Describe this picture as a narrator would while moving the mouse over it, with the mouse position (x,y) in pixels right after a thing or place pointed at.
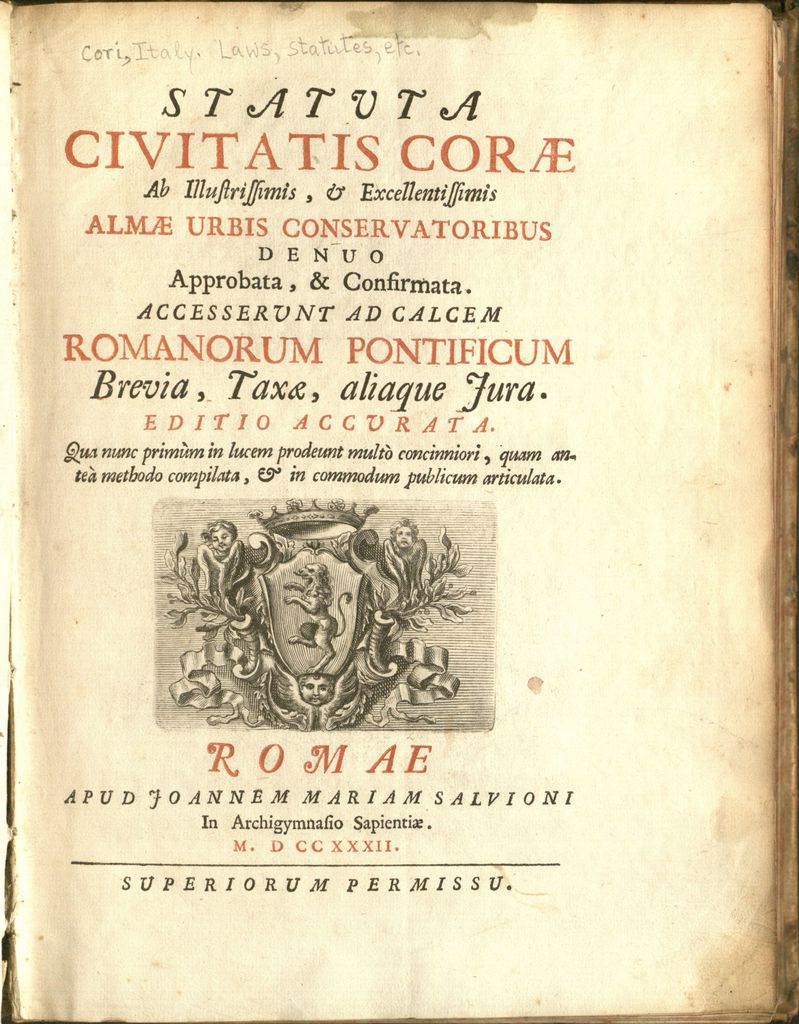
In this image we can see a page (396,740) of the book (497,736). On the page (314,412) we can see an image (466,582) of a photo (436,633) and some text (266,149) written on it.
